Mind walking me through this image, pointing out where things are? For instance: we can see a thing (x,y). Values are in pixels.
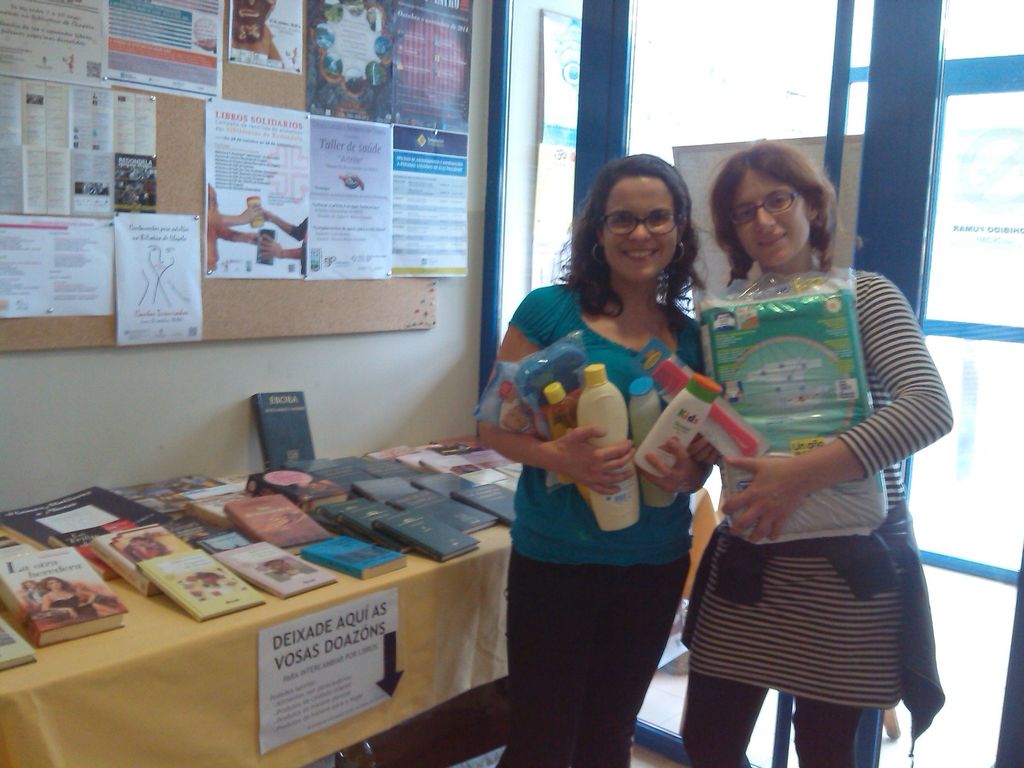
In this image I can see on the right side (768,590) two women (798,470) are standing, they are also smiling. Behind them there is the glass door (681,12), on the left side (204,499) there are books (326,566) on this table (322,608), at the top (83,240) there are papers (276,192) that are stick to the wall (252,455).
